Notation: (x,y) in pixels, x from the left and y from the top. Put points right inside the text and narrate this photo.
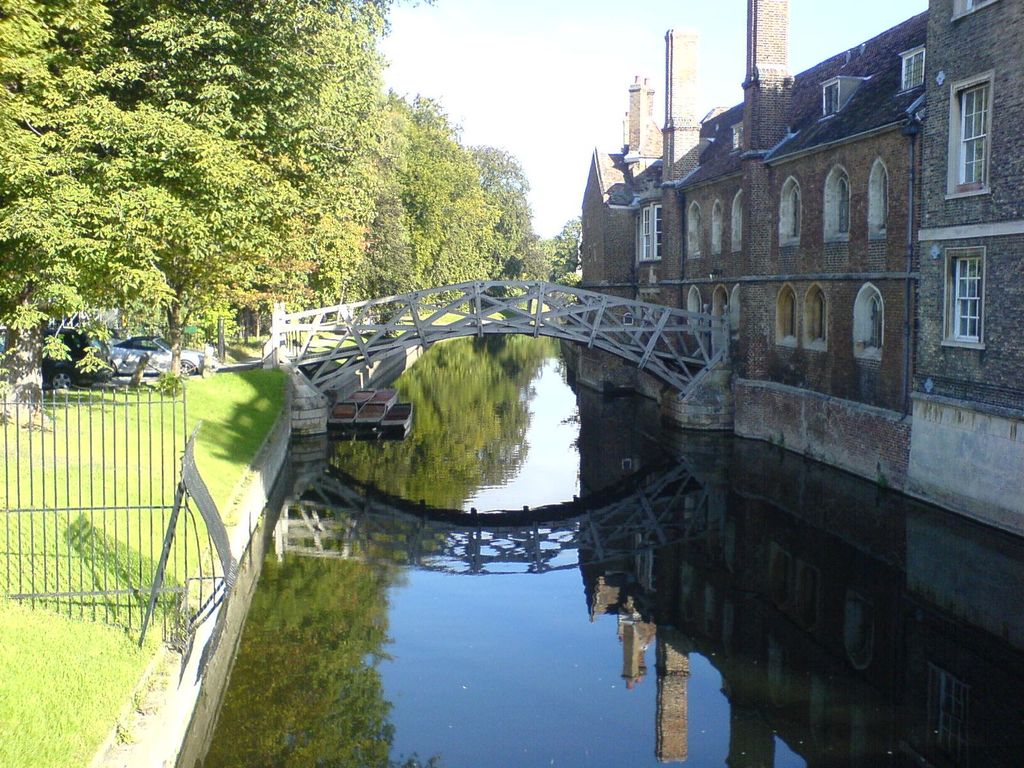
In this picture we can observe a small lake (503,489). There is a bridge (390,319) over this lake (562,403). On the right side (759,259) there is a brown color building (764,253). We can observe some grass (74,426) and railing (115,473) on the ground (189,396). There are some trees (272,187) on the left side (198,171). In the background (498,74) there is a sky (472,61).
